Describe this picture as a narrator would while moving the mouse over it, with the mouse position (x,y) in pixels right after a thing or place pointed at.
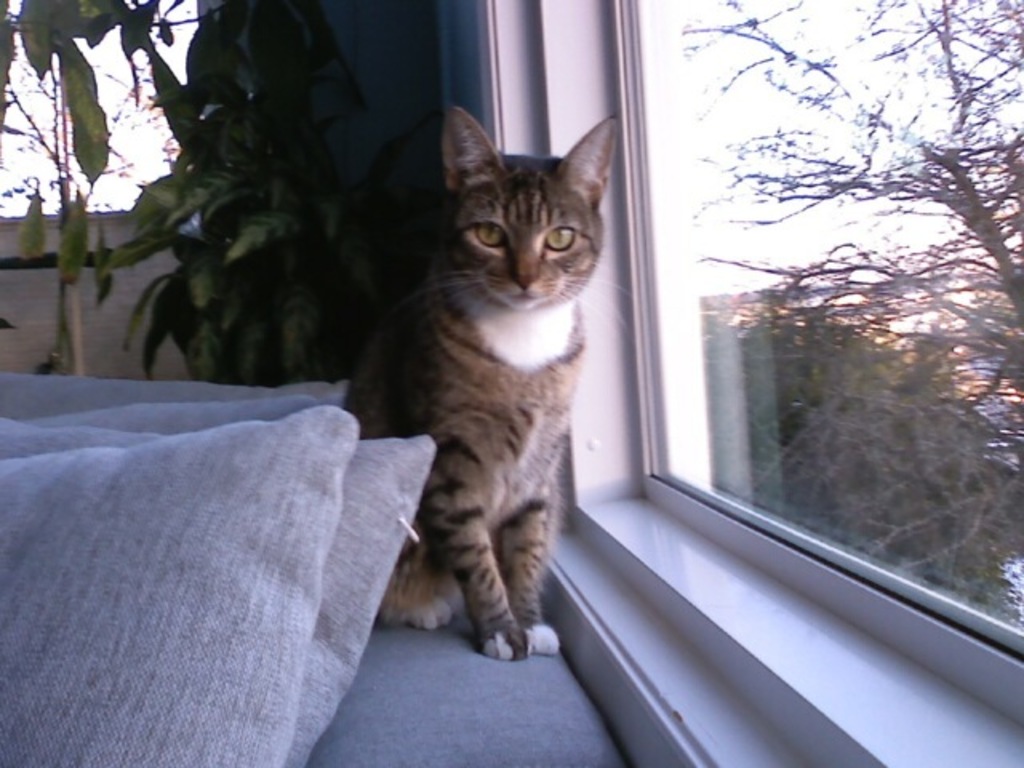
In this picture we can see a few pillows (281,543), plants (291,129) and a few objects (95,304) on the left side (202,344). We can see a cat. There is a glass object (945,299). Through this glass object (976,344), we can see a tree (817,308) and other things (898,388) on the right side (918,261).
